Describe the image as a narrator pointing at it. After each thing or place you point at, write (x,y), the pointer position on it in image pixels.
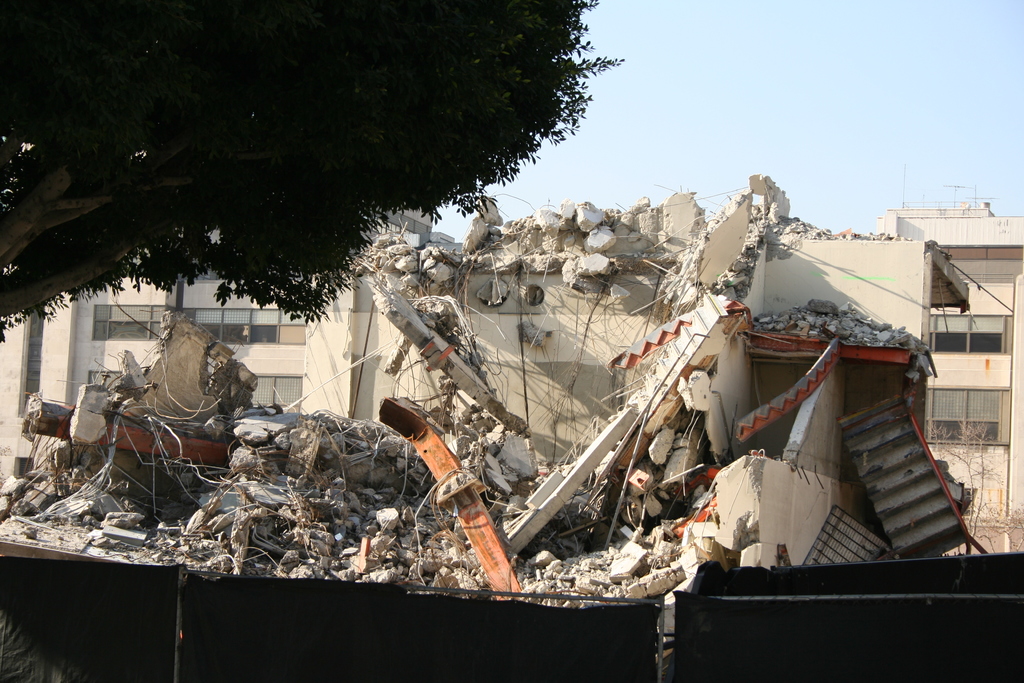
In this image there is a collapsed building (499,427) and beside that there is a tree (312,201).
